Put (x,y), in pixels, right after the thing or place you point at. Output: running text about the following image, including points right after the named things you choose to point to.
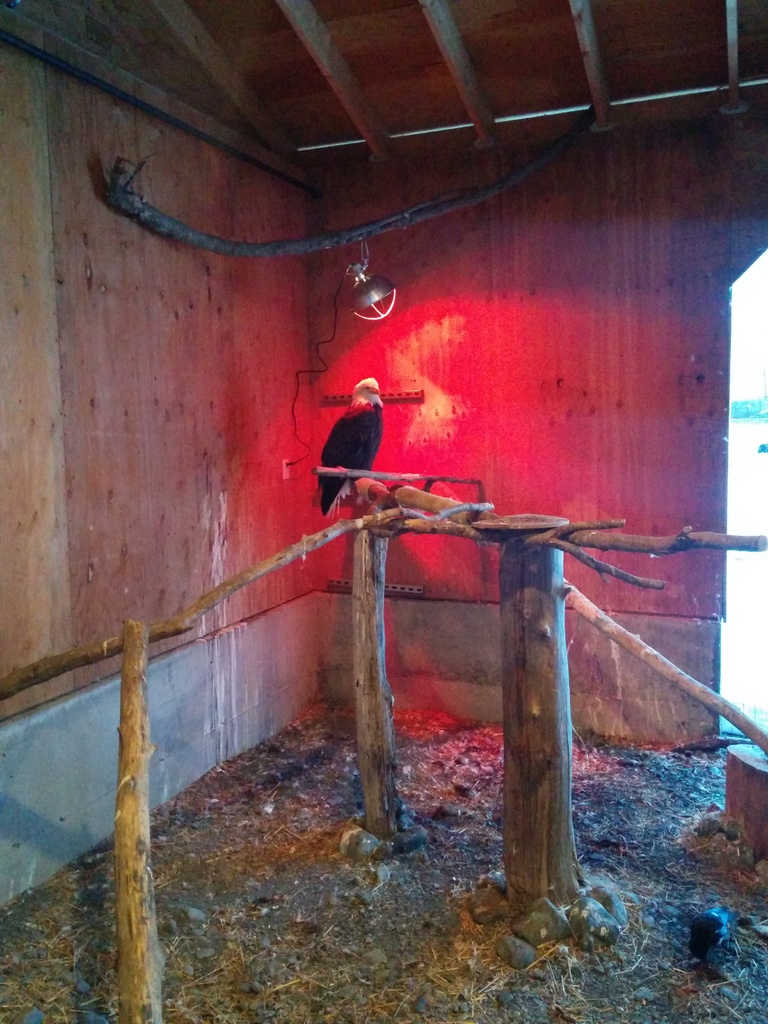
In the image there are wooden stems (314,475). There is a bird (345,456) standing on the stem (346,471). Behind the bird (335,450) there is a wall (579,206) and also there is a rope (160,232) with light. At the top of the image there are wooden logs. At the bottom of the image (416,860) on the ground (301,969) there is grass (15,941) and some other things (583,911).
